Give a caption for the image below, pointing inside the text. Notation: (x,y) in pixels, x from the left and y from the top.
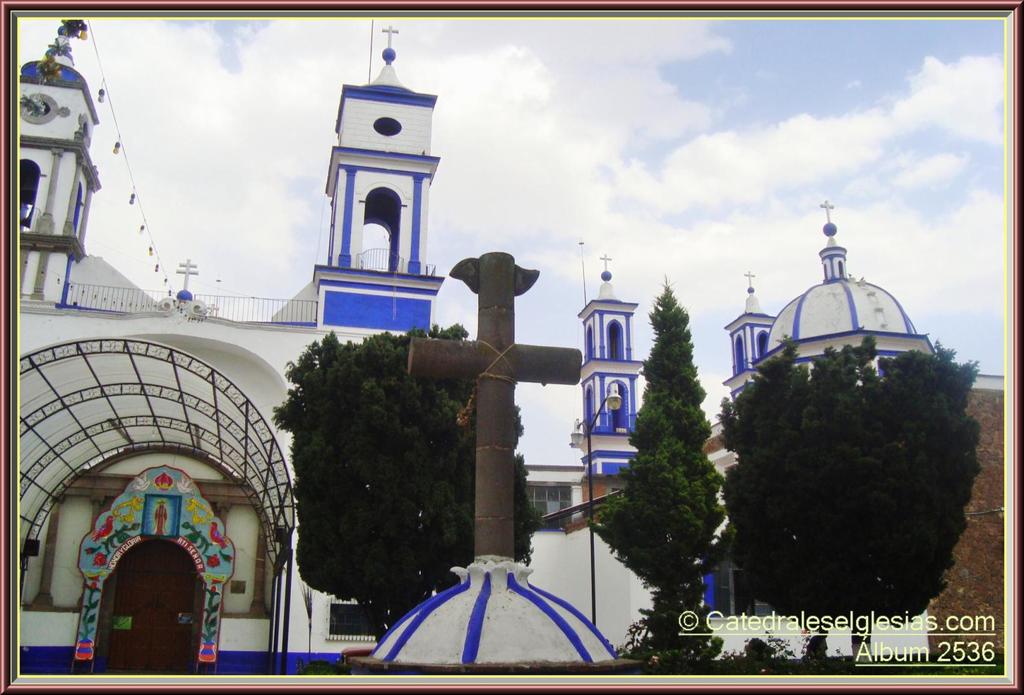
This is an edited image. In this picture we can see the buildings (199,328), trees (865,496), cross symbol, lights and other objects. We can see some text (847,626) and numbers (992,653) in the bottom right (847,626). Sky (223,42) is cloudy.
